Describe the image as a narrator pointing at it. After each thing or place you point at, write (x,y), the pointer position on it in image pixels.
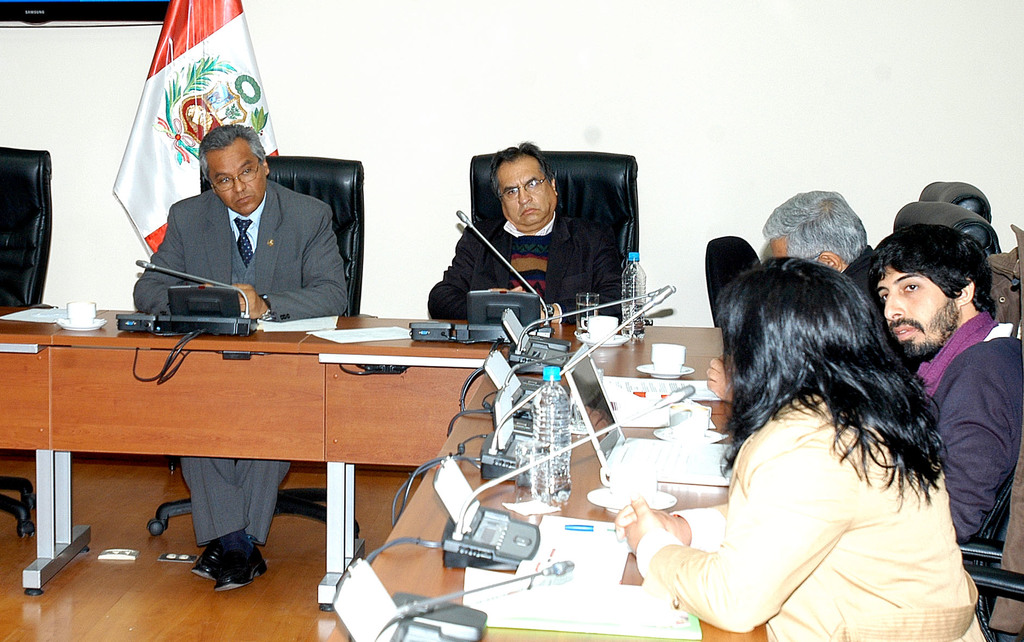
In this picture there are several people (471,255) sitting on the table (582,480) and mics (530,574) placed in front of them and also water bottles (630,282), notebooks (550,608), and cups (626,467). In the background (203,92) we observe a national flag (191,106). The picture is clicked in a conference hall (128,198).
